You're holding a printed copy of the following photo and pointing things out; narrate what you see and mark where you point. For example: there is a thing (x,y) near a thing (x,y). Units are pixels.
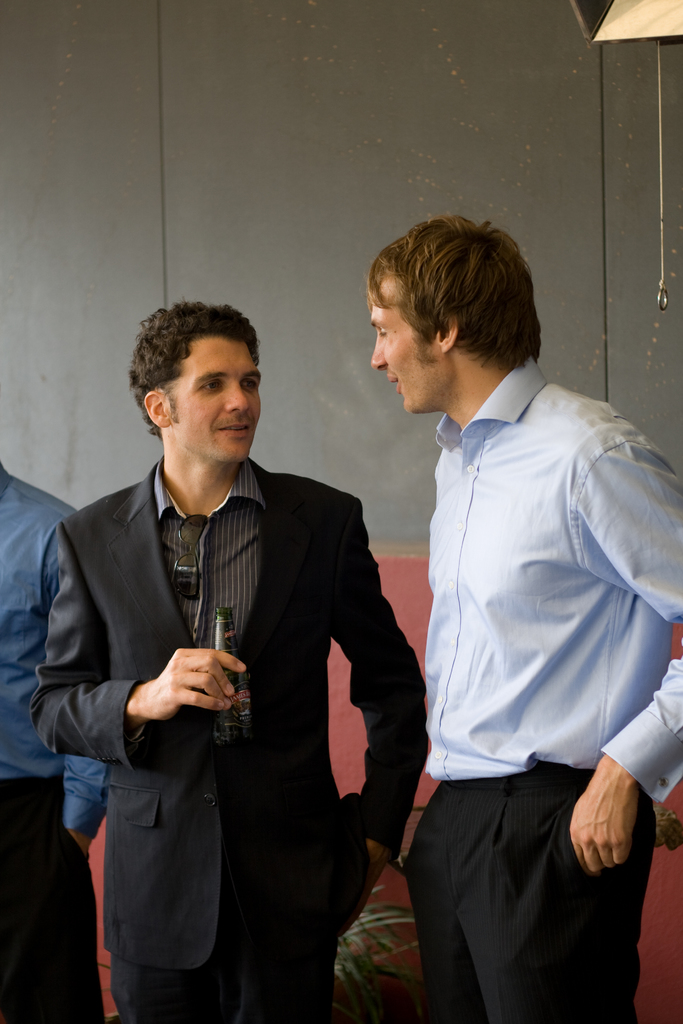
In this image I can see three persons (612,545) visible in front of the wall (102,413), middle person (250,554) holding a bottle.
